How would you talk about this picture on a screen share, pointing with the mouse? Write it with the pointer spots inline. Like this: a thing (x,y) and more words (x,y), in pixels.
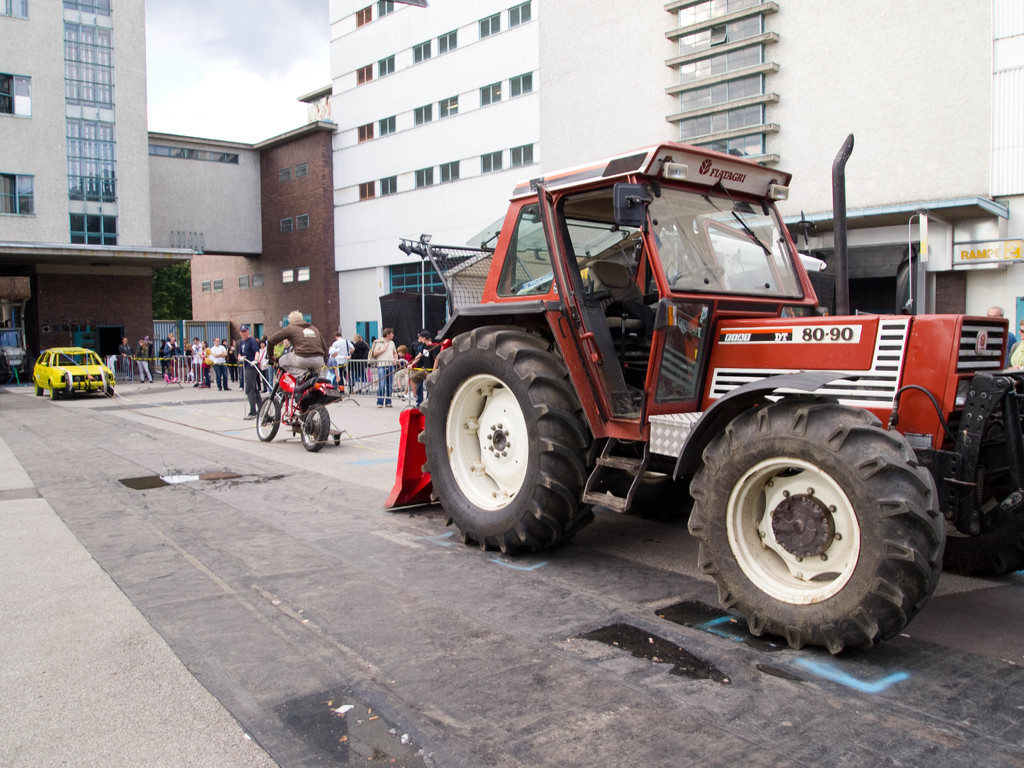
In the image there is a tractor (621,351) on the road (161,472) on right side (859,352) followed by a bike (278,412) and car (109,381) behind it, in the background (112,164) there are buildings (458,138) all over the place with people (370,351) standing behind the fence (200,375) on the road (307,564) and above its sky (208,62).
